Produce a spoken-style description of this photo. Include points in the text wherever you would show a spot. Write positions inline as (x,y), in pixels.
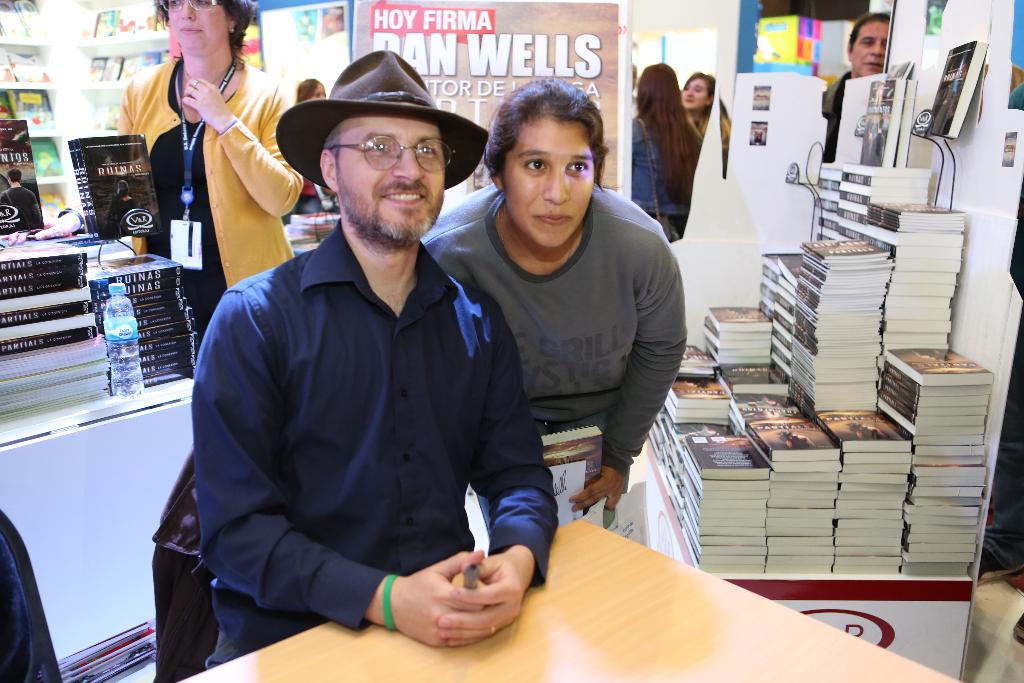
In this image, there are a few people (348,334). We can see some tables (634,481) with objects (904,368) like books (733,433). We can also see a bottle (120,371). We can see the shelves (57,66) with some objects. We can also see the ground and a board (599,34) with some text (473,76) written. We can see the ground (977,647).
